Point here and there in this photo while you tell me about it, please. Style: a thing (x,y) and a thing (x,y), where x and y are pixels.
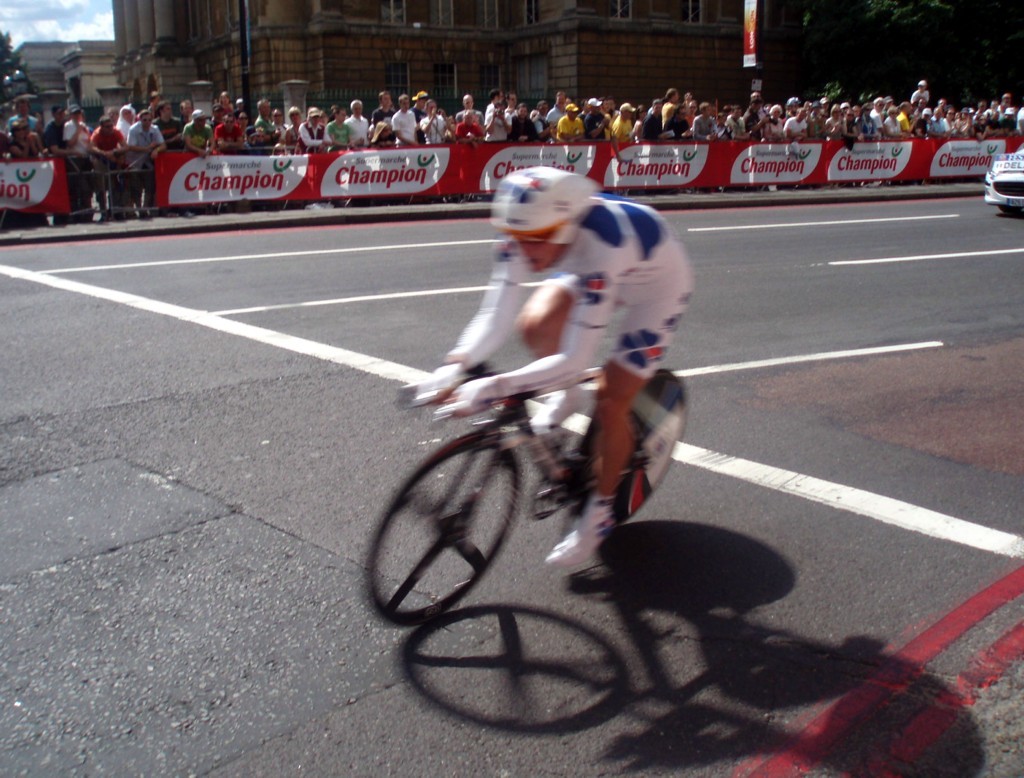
In this image, we can see a man (554,380) riding bicycle (497,439) and there is any other vehicle (988,201). In the background (345,112), there are many people (670,103) and we can see trees (845,20) and buildings (343,43).
